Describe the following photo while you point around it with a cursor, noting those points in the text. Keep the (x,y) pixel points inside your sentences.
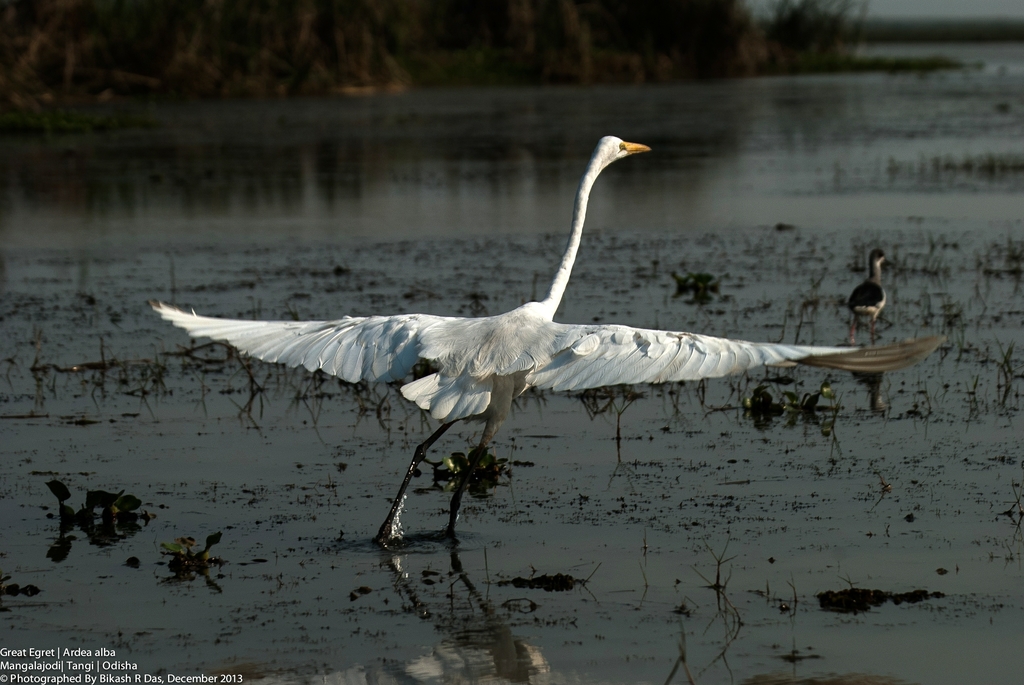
In this image we can see birds (572,350) in the water (177,140), there are some trees (896,23), at the bottom of the image (200,681) we can see some text (213,676) and also we can see the sky (918,15).
